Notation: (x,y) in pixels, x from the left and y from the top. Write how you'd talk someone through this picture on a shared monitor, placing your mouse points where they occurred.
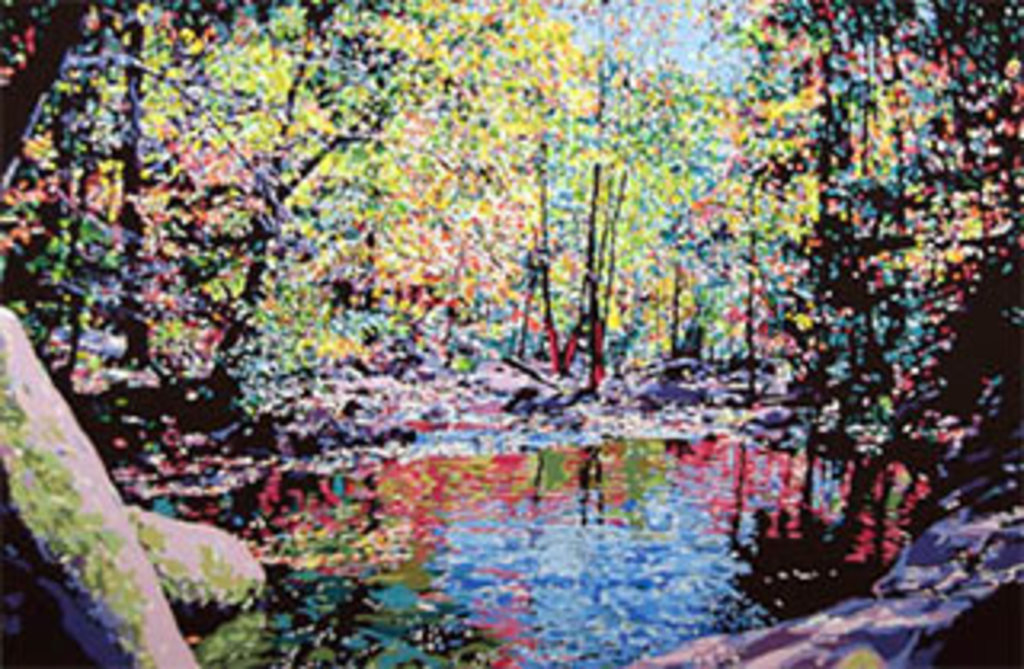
The picture shows about the edited image of the photograph in which we can see colorful trees (581,313) and a water pond (668,486).
